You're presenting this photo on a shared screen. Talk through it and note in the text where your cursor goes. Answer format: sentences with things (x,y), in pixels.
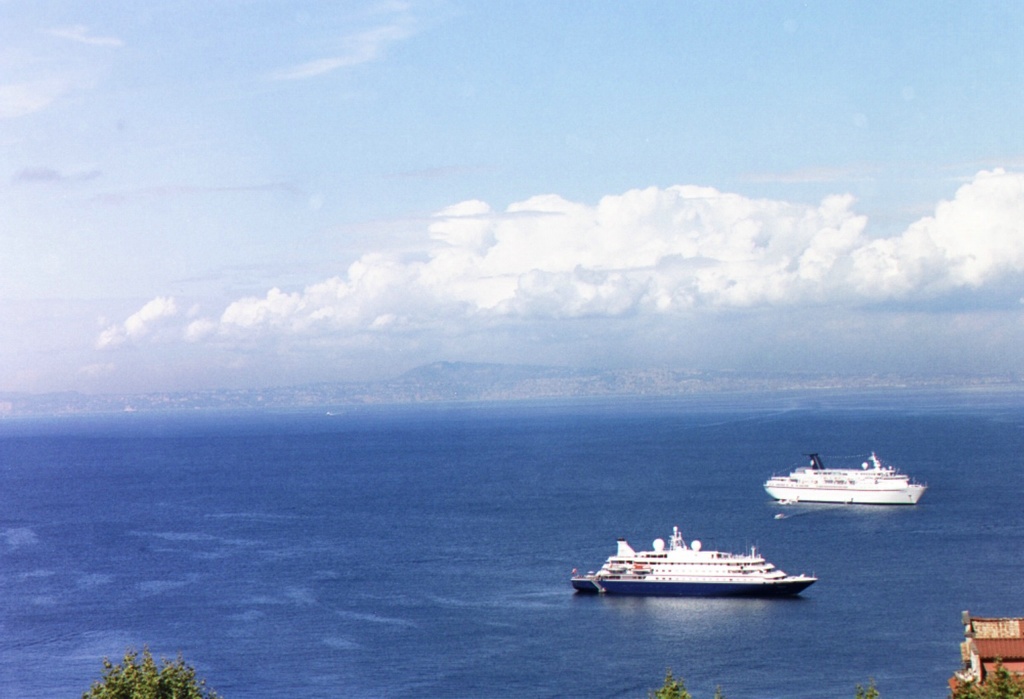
In this picture we can see some ships (787,493) in a ocean (603,490) and we can see trees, clouded sky (452,355).
